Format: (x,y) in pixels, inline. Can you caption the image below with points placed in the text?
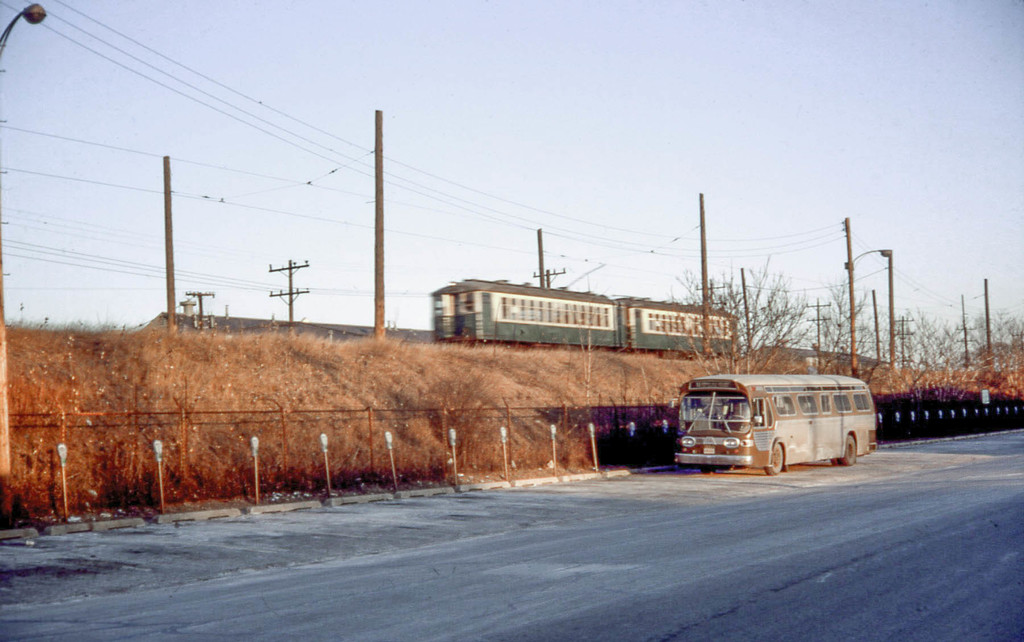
In this image there is a vehicle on the road (584,601). There are street lights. There is a metal fence (410,429). In the center of the image (665,329) there is a train (530,336). There are poles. There are current poles (295,298). In the background of the image (736,307) there are trees (928,321) and sky (720,74).
